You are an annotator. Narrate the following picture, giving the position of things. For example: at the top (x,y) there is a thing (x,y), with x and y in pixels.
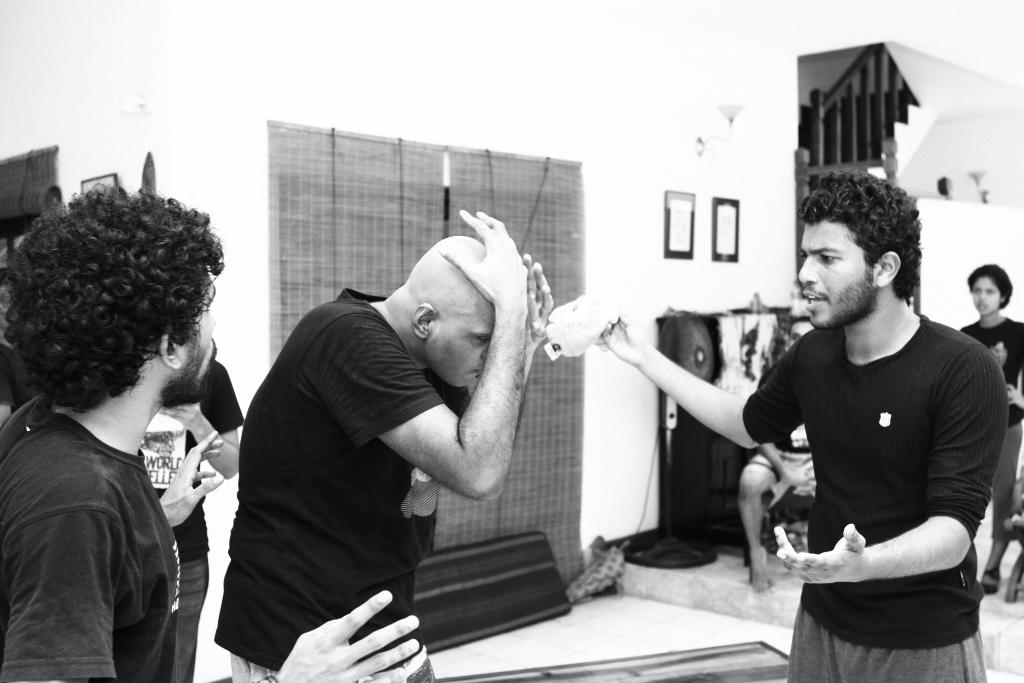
It is a black and white image, there are a group of people (449,415) in a room (343,556) and in the front (527,307) there are three men (424,416), the person (825,416) standing on the right side (844,391) is holding some object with his hand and he is speaking. In the background (367,94) there is a wall (639,202) and there are two frames (689,235) attached to the wall (710,168), beside the wall (792,170) there are stairs (880,123) upwards.
